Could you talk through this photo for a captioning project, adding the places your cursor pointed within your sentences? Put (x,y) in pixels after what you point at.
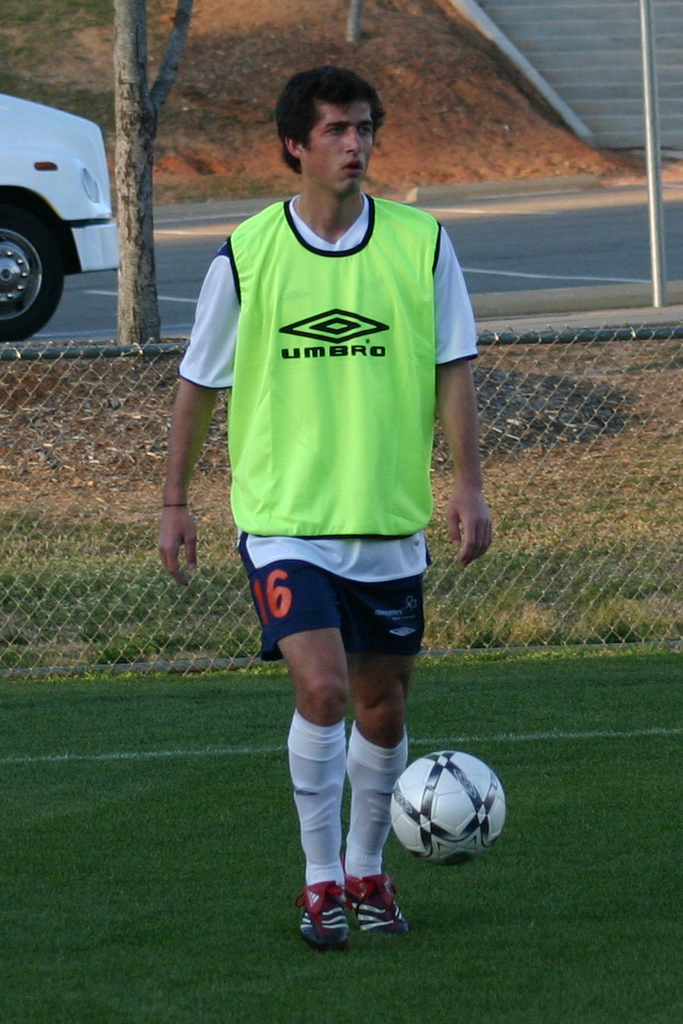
This is the man (299,680) standing. This is the football (453,781). This is the iron fencing (83,485). At background (31,312) I can see the wheel (17,275) of the car (55,205). This is the branch (129,126) of the tree (164,83). This looks like a pole (656,181). these are the stairs (599,74).
